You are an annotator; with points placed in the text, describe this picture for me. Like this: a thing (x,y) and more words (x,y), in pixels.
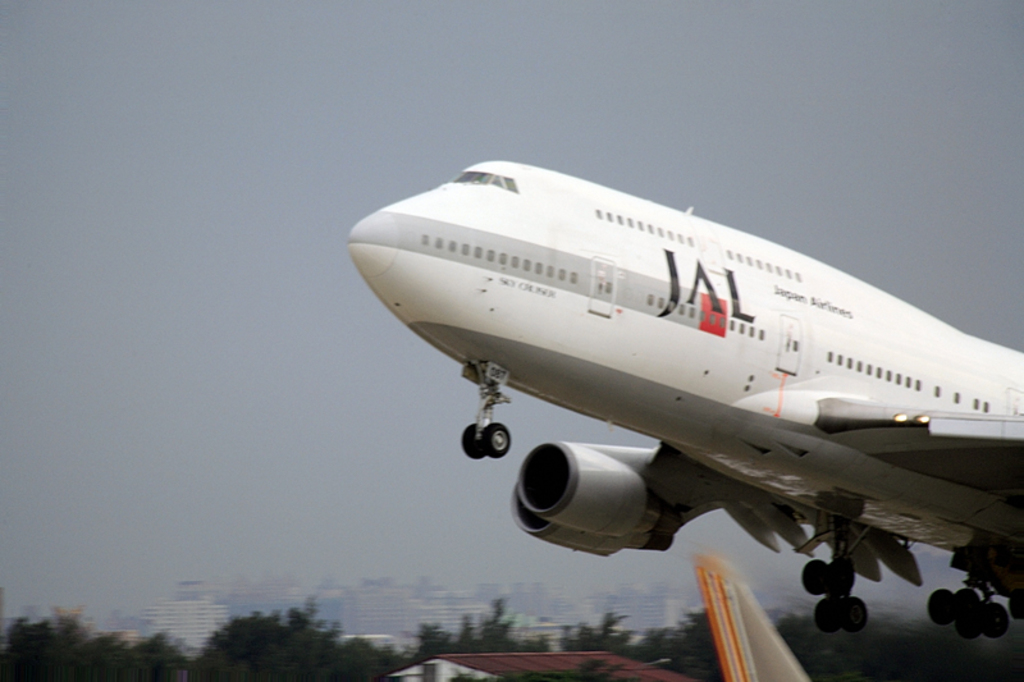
In this picture, we can see a flight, buildings (377,643), trees (334,635), and the sky (166,353).
